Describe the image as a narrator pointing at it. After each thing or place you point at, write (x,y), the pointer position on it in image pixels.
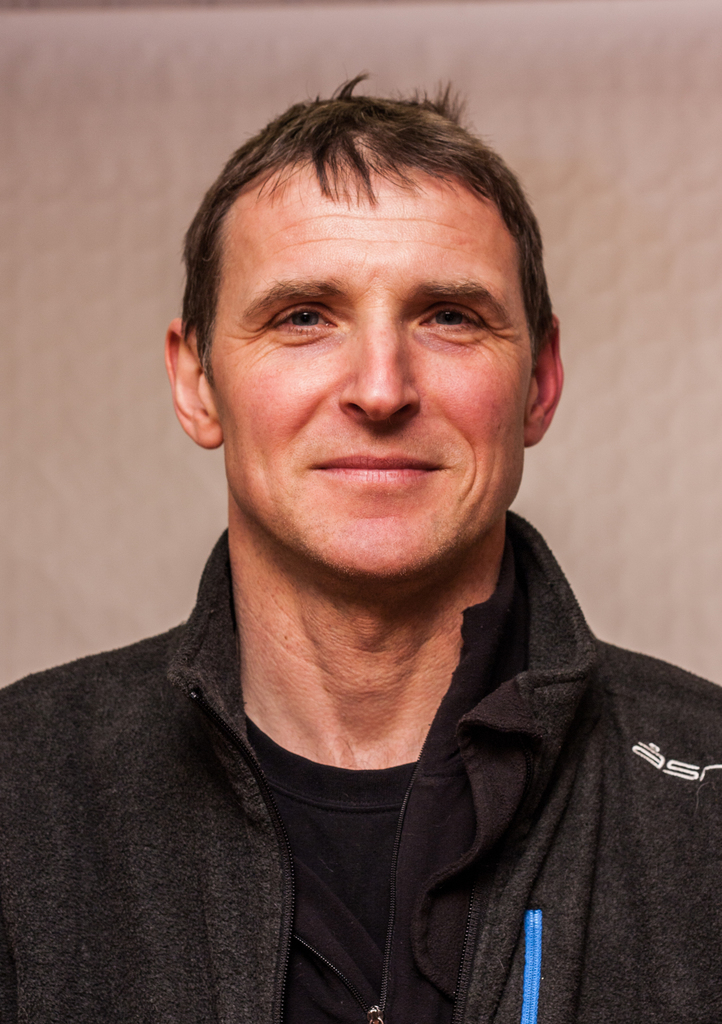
In this picture we can see a man (545,893) wearing a black jacket (500,683) and he is smiling. Background (672,251) portion of the picture is in cream color.
